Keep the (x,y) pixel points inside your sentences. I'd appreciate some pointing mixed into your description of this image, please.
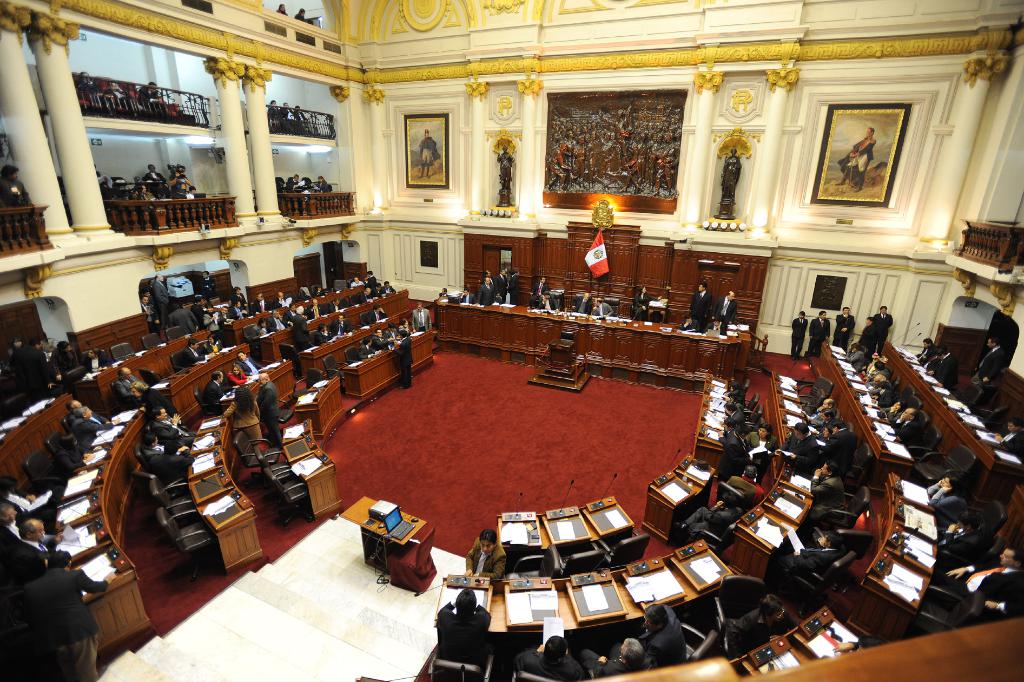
The image looks like an assembly there are lot of people (240,398) sitting around the room (246,451), in the center of the room (230,431) there is a table (615,357) and some other people (484,294) are sitting in front of the table (488,310) there is a flag (600,269) behind them, in the background (613,113) there is a big photo frame (552,97) and also some sculptures (733,171) on the wall (488,72) color is gold and white.
